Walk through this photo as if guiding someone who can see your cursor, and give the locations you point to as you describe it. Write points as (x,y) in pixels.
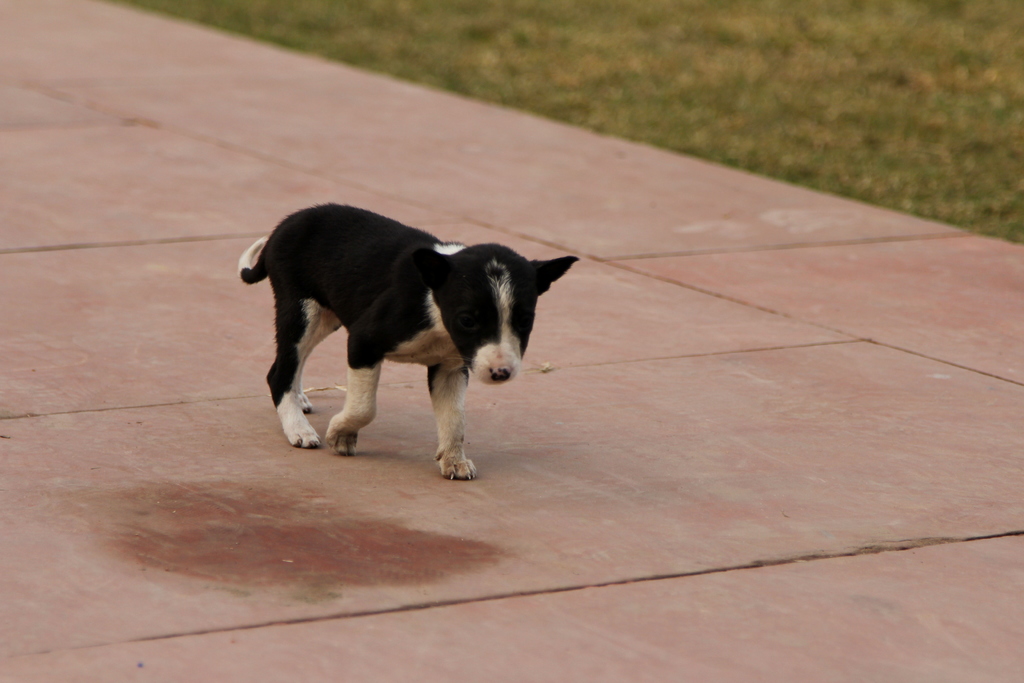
In this picture there is a dog (354,287) in the image.
